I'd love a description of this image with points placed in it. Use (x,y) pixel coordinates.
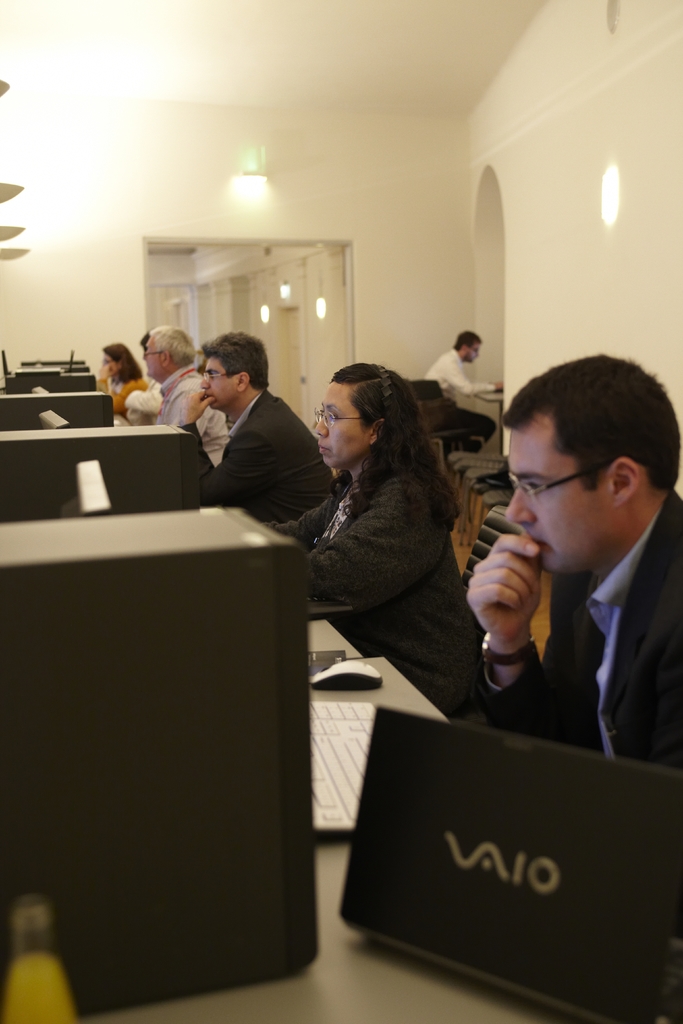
In the image I can see some people (357,571) sitting in front of the desk (400,993) on which there are some systems (120,557) and also I can see some lights (324,312).
